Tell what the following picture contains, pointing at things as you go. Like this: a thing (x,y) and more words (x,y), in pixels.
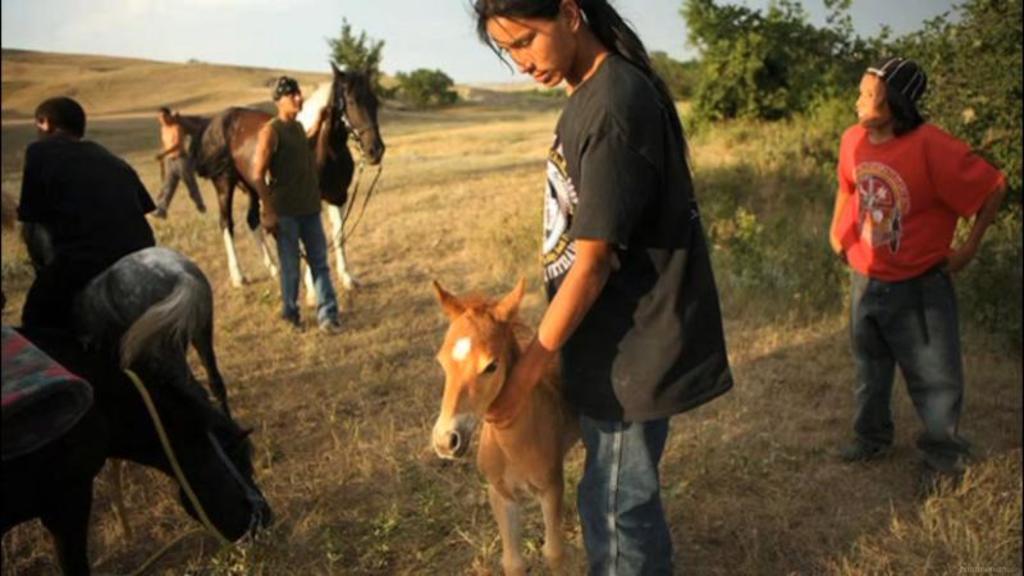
this picture shows people (283,106) standing and a man (35,323) holding horse (92,336) with his hands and a person (627,92) holding a pony (497,296) and we see few plants (702,50) on the side.
